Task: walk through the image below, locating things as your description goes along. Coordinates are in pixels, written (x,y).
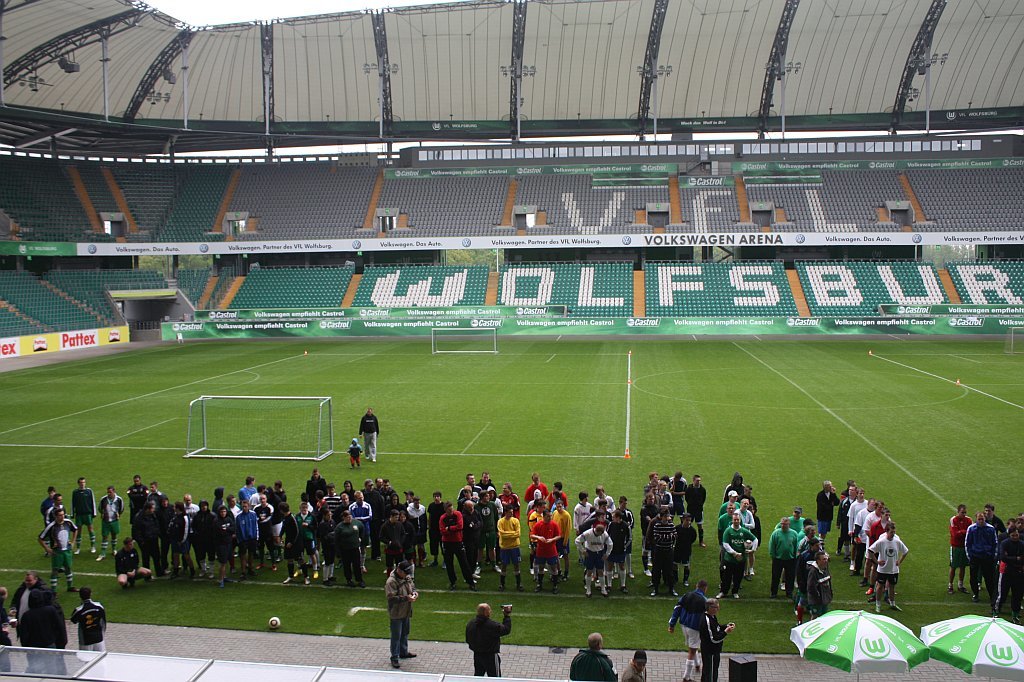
In the given image i can see the inside view of the stadium (619,365) that includes people (540,486), boards (88,339) and some other objects (678,294).
